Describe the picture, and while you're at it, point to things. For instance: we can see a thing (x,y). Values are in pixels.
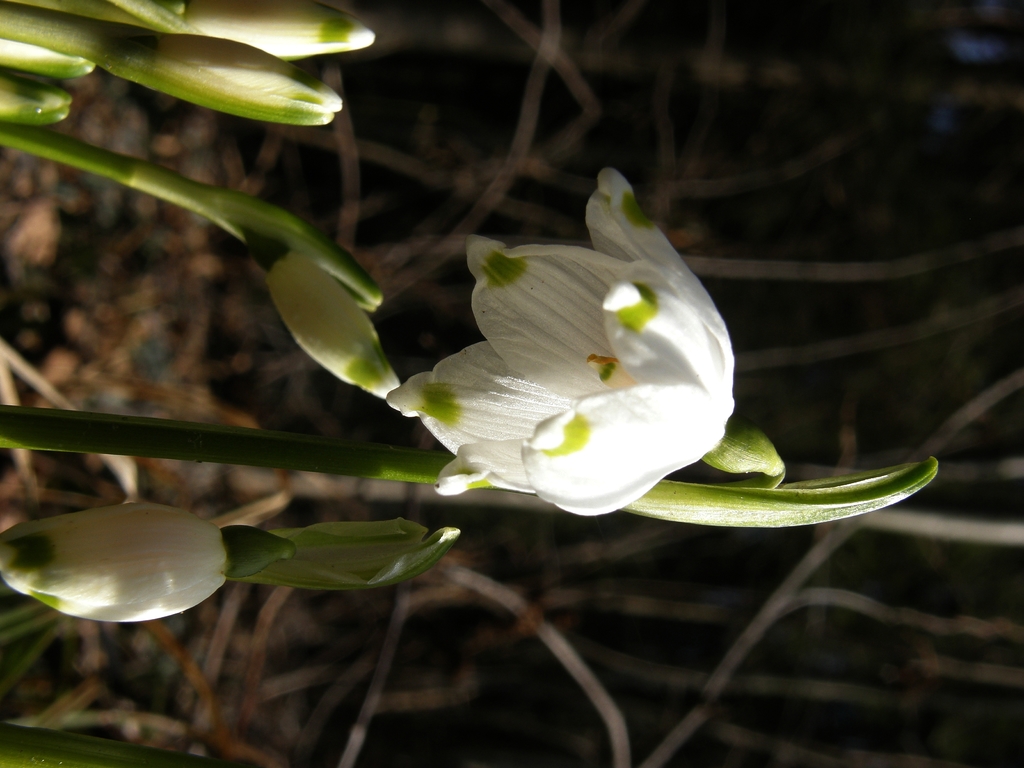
In this image there are some plants (299,316) with some white color flowers (470,471) as we can see in middle of this image (525,411).
